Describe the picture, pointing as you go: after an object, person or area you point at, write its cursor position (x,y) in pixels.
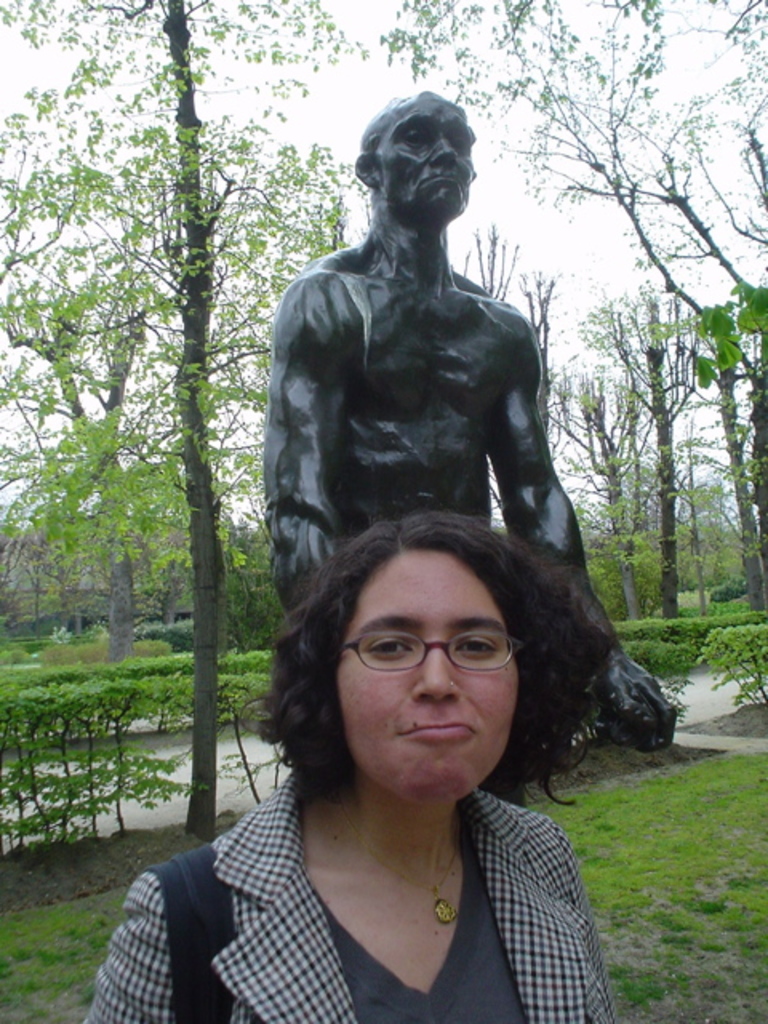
In the picture I can see woman (377,843) wearing checked shirt (265,957) also wearing spectacles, carrying bag (170,889) standing, there is statue (314,497) of a person (381,433) and in the background of the picture (148,631) there are some plants (225,615), trees (276,265) and clear sky (562,306).
